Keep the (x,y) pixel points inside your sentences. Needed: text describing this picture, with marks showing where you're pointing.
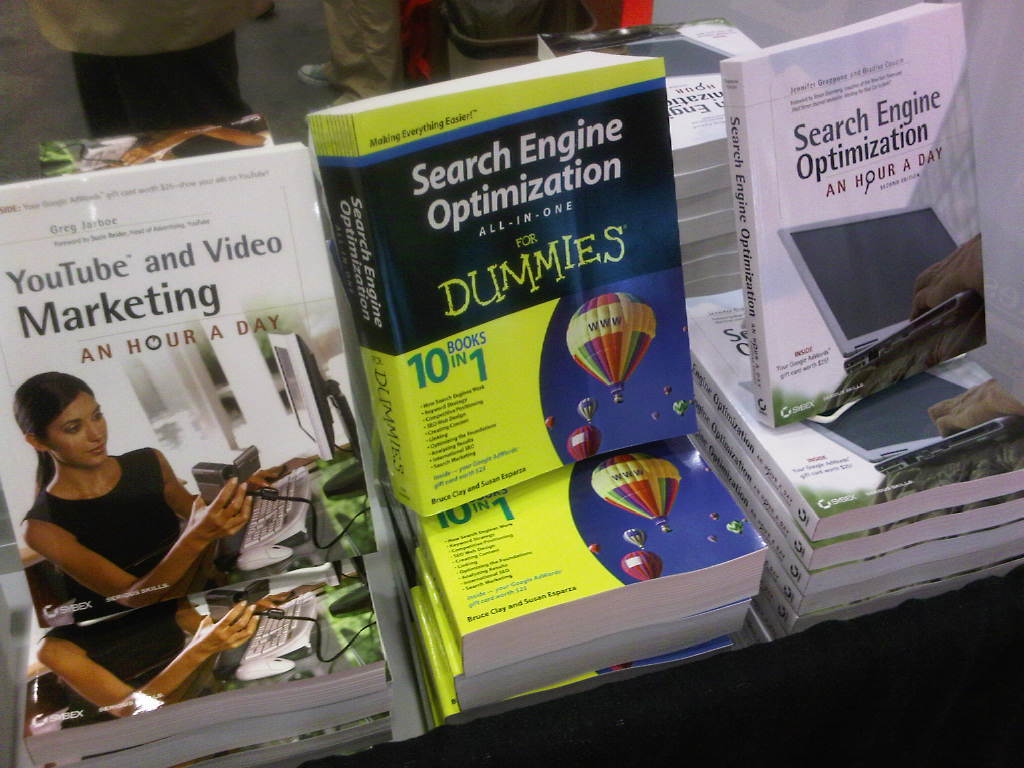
In this picture we can see some books (719,551) in the front (719,551), there is some text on these books (576,636), we can see a picture (248,518) of a woman (132,521) and a computer (302,383) on this book cover (284,445), we can see pictures (566,353) of hot air balloons (630,367) on this book cover (592,308), we can see picture (894,263) of a laptop (884,270) on this books cover (853,296), there are legs (349,34) of a person (397,37) in the background (335,39).
